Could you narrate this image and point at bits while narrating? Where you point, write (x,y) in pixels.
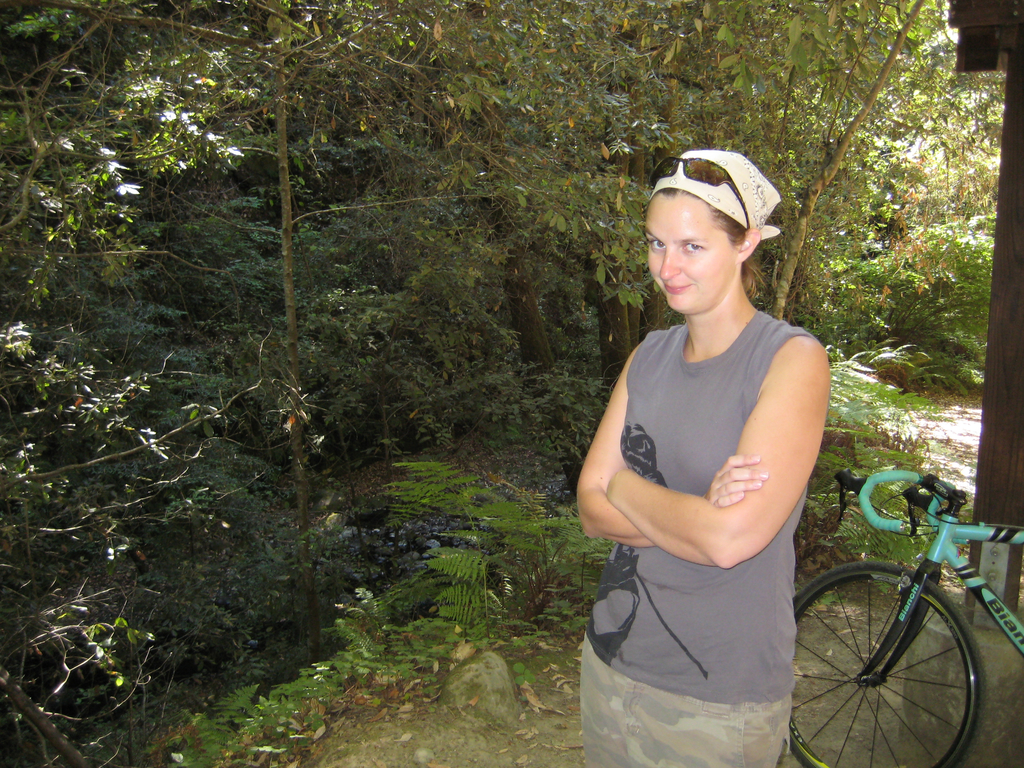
In this picture we can see a woman (750,597) standing, side we can see bicycle (900,579) and behind we can see some trees (408,303), plants (429,422).
